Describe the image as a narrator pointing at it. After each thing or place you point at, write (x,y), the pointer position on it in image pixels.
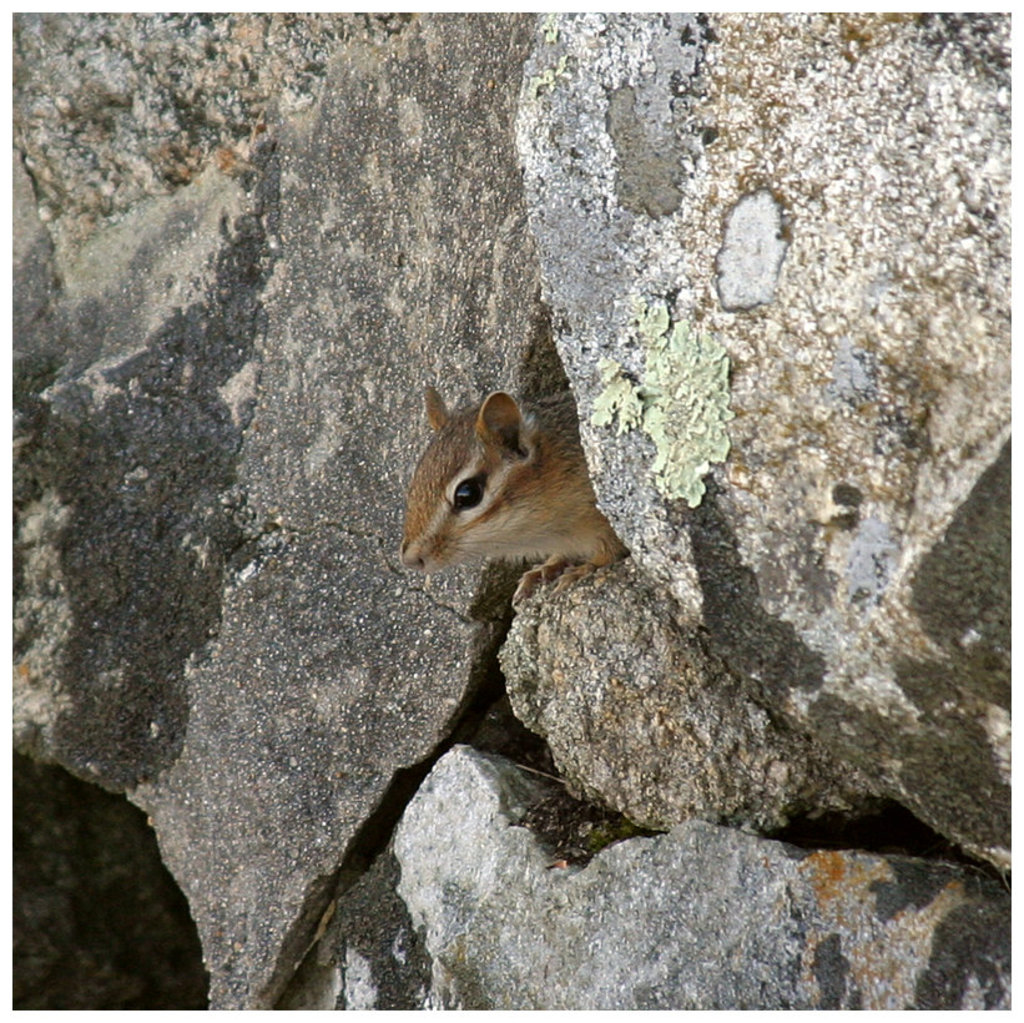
In the picture I can see a chipmunk (522,518) in rocks (624,727).
